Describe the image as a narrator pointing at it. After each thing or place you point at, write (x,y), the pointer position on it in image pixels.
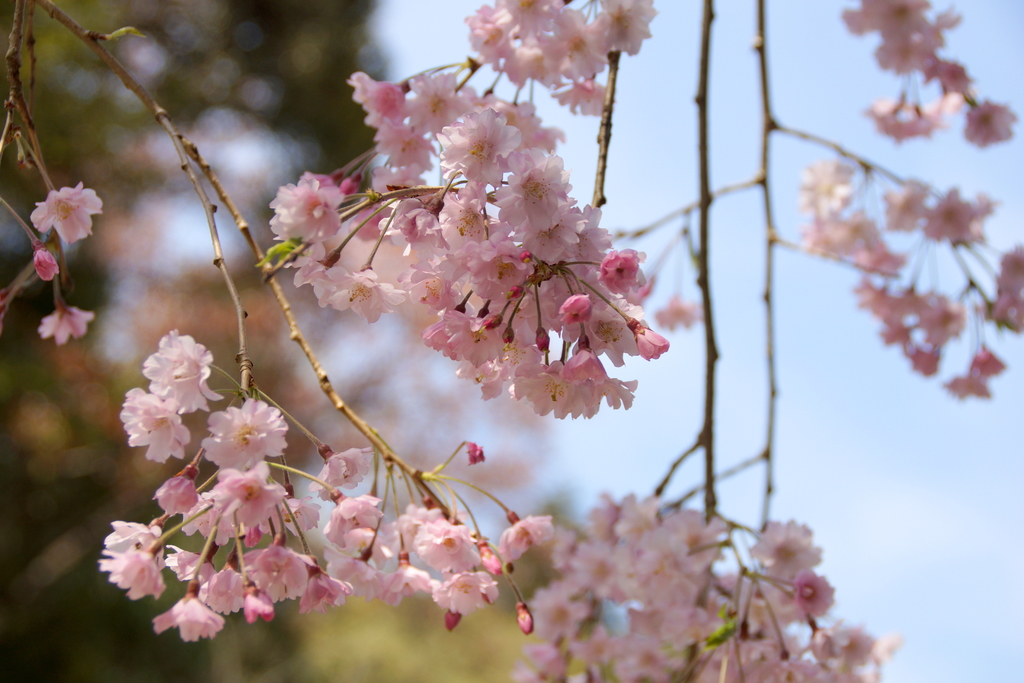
In this picture I can see pink color flowers (580,397). In the background (439,376) I can see the sky (395,74). The background of the image (389,426) is blurred.
